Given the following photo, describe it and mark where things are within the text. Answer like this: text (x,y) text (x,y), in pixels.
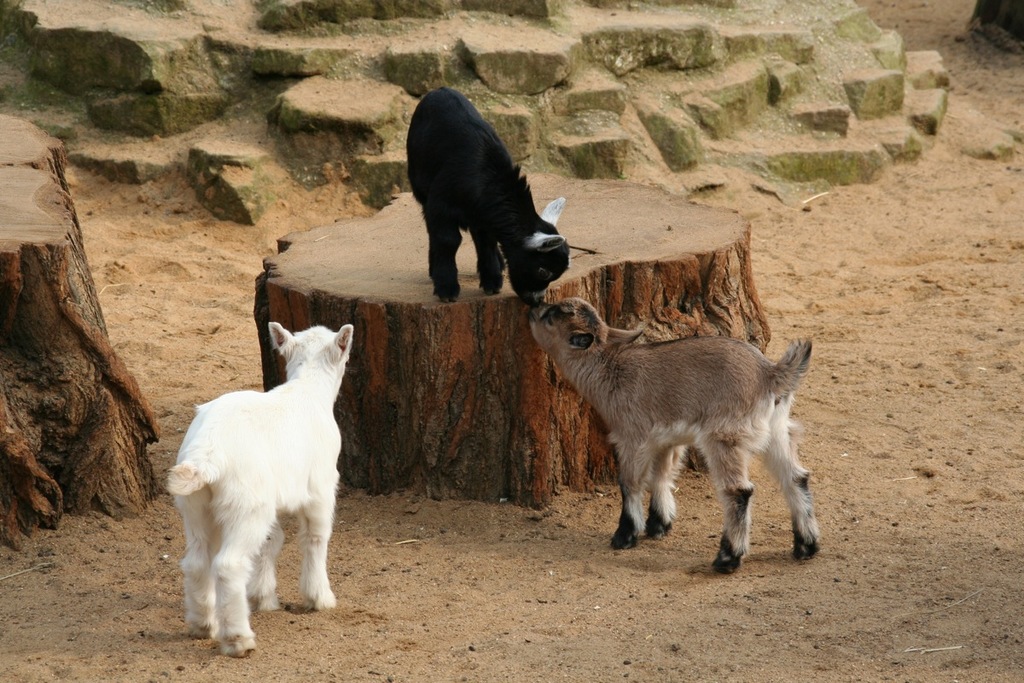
In this image, we can see goats (291,386) and wooden logs (13,475). At the bottom (906,527), there is a sand (703,641). Top of the image (836,154), we can see stones (627,165).
